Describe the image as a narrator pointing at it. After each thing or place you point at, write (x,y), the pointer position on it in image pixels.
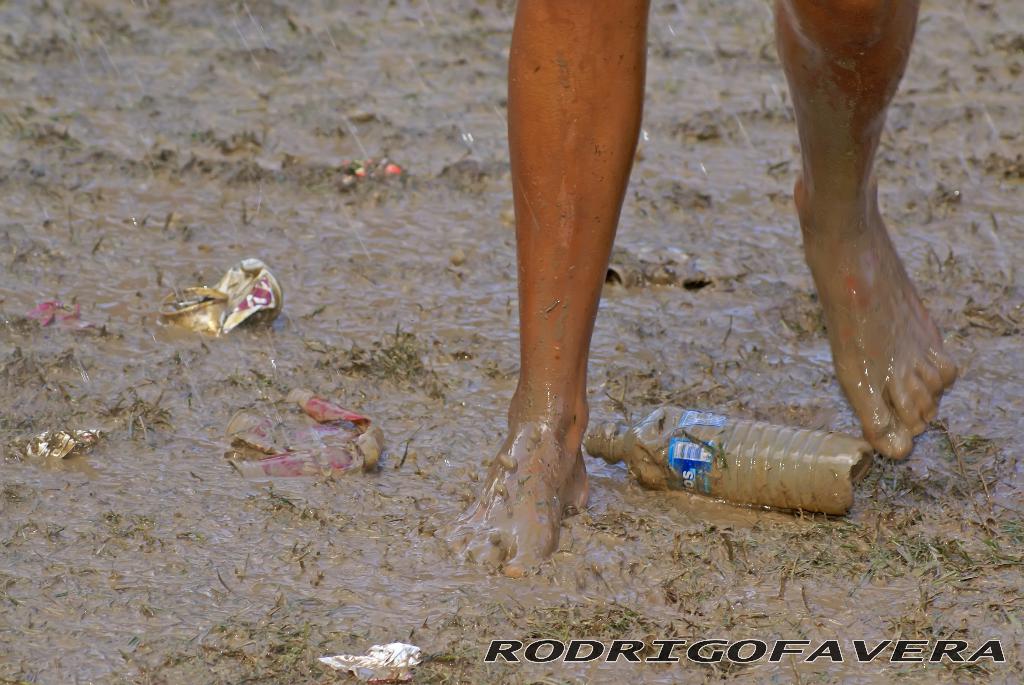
In this image, we can see person's legs (548,296) and at the bottom (339,471), there are tins (337,454), a bottle (674,418) and papers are on the mud water (267,486) and there is some text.
